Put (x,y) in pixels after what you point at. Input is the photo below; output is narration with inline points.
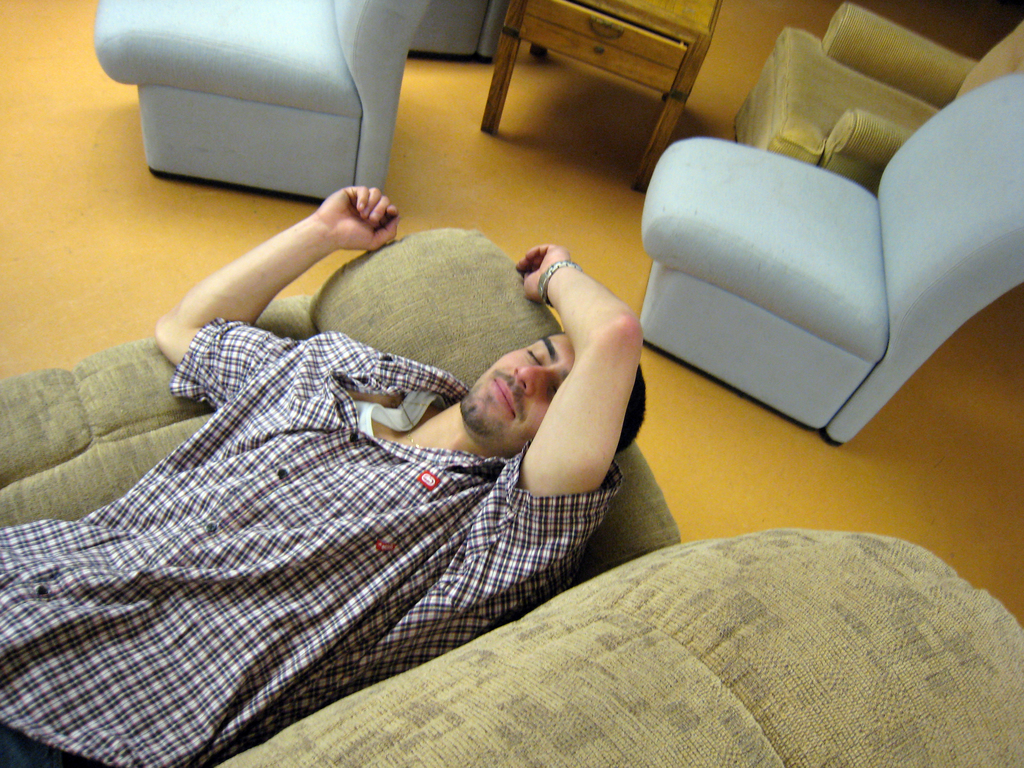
In this picture a man (300,390) is laying on the sofa (567,626) and is having smile (500,402) on his face (512,396). At the right side (826,128) there are two sofas (843,136) which are empty and in the center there is a table (637,33) of a wooden. At the left side (258,55) there is a sofa (267,62) which is grey in colour.
